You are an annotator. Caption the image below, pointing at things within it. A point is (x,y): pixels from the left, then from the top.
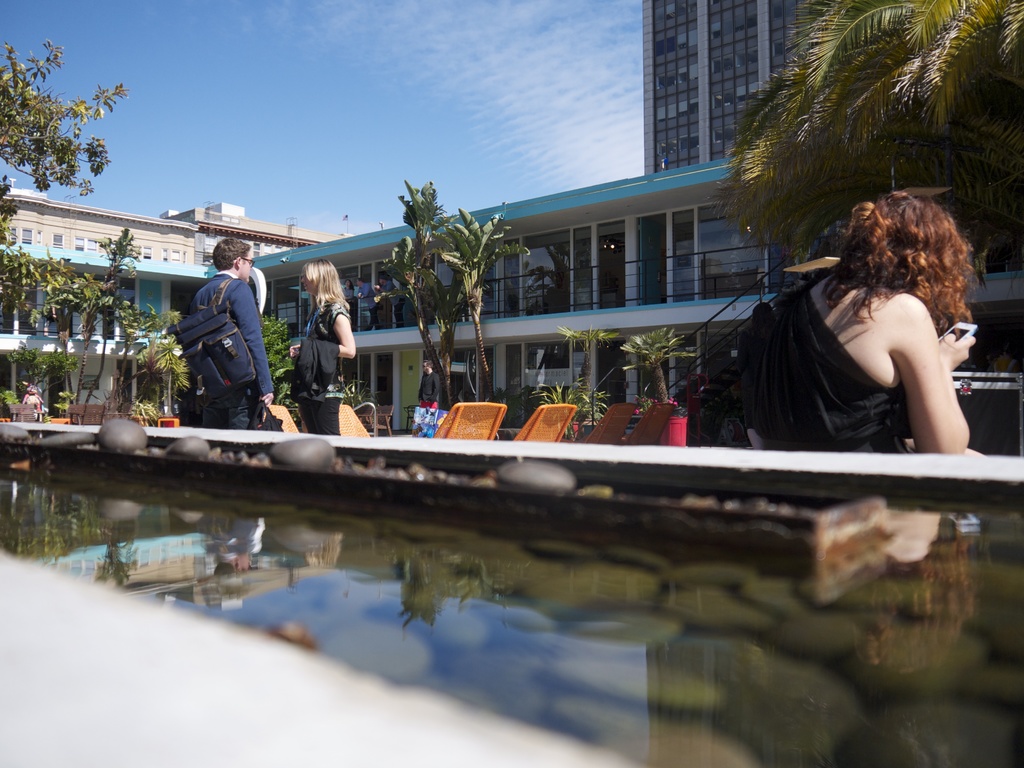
In this image we can see group of persons (249,332) standing. One man (243,317) wearing blue dress (241,304) is wearing a bag (208,335) and spectacles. In the background (99,332), we can see a group of buildings (512,302), trees (268,327) and water (679,624) and cloudy sky (479,135).
